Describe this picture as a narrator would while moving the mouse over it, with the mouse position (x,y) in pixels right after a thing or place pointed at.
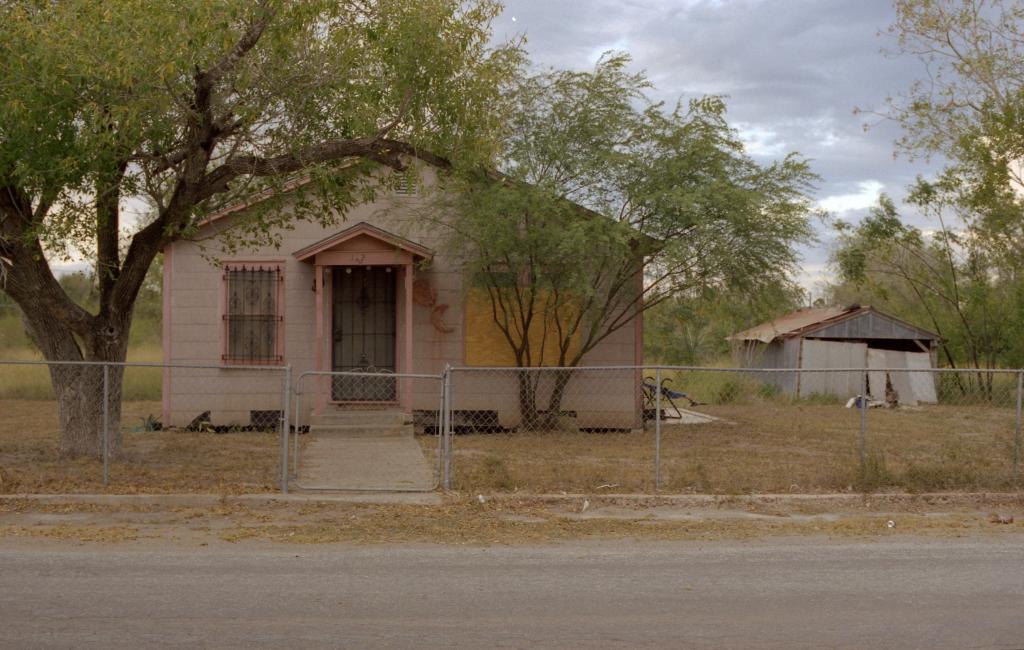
In the foreground of this image (596,642), there is a road (569,603). In the background (501,463), there is a house (538,341), shed (805,324), trees (670,146), grass (152,343), sky (782,60) and the cloud (691,102).
